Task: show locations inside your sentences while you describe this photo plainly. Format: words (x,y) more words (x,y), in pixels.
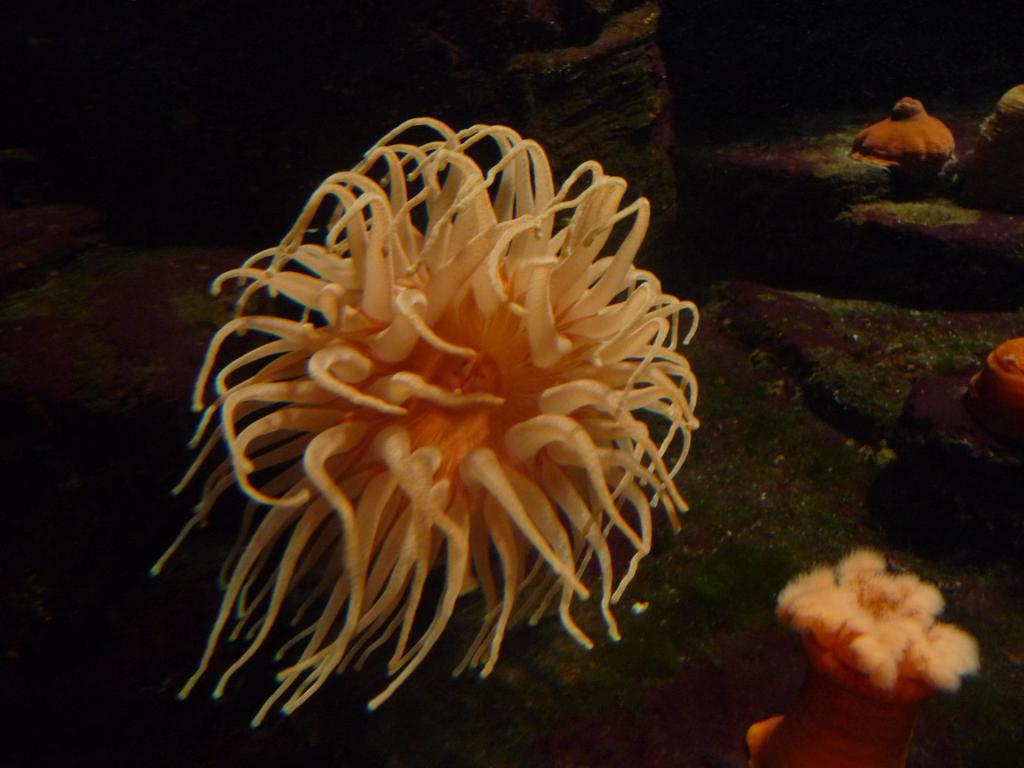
In this image I can see the sea anemone (561,377), few stones (748,499) and I can see the dark background (39,54).
